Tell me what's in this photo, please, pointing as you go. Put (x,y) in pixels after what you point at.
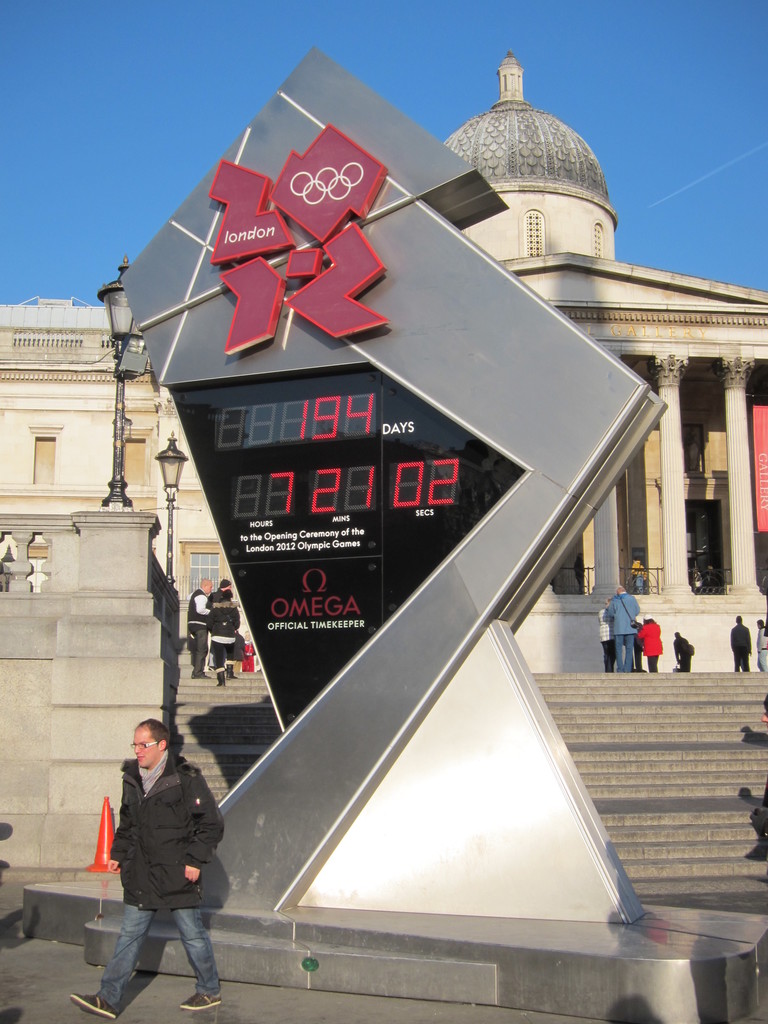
Here in this picture in the front (413,400) we can see a thing (301,229) present on the ground (350,1018), as we can see some symbols (266,292) and digital screen (294,433) present on it and behind that we can see a monumental building (480,228) present and we can also see number of people (228,664) standing and walking on the ground (641,895) and on the right side (711,701) we can see steps (700,704) present and on the left side (180,464) we can see lamp posts (124,437) present and we can see the sky (649,139) is clear.
